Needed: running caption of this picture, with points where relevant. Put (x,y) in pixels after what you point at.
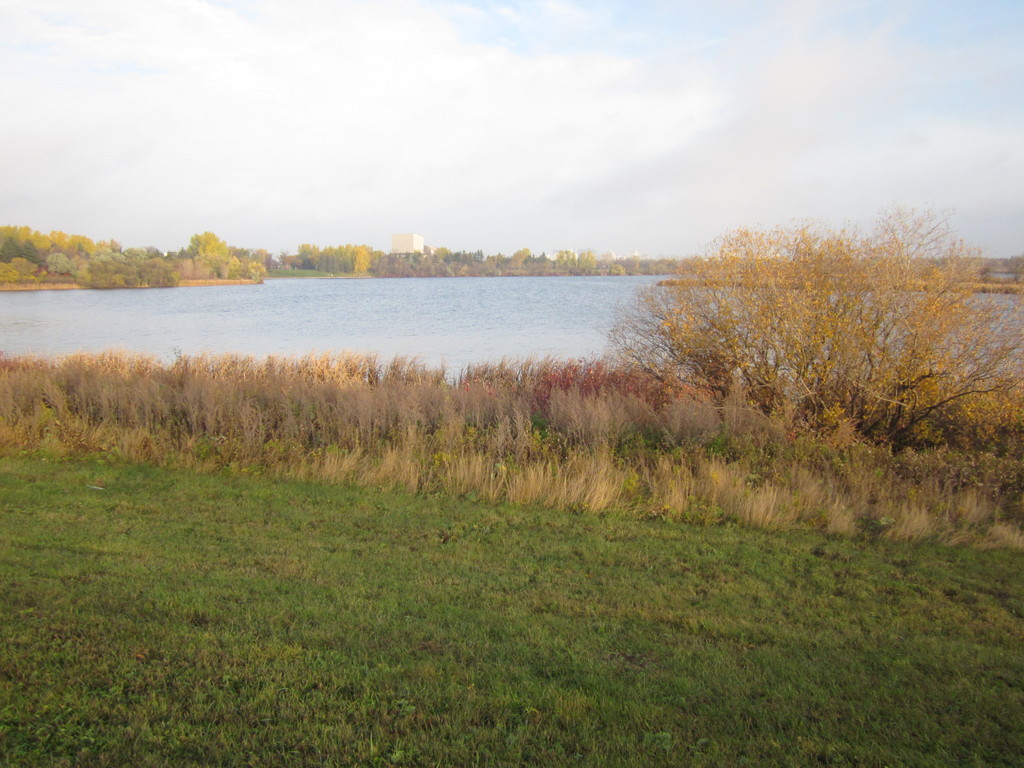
In the picture I can see a greenery ground (531,590) and there is a tree (909,386) in the right corner (911,366) and there is water (522,303) in front of it and there are trees (311,253) in the background (335,265).
